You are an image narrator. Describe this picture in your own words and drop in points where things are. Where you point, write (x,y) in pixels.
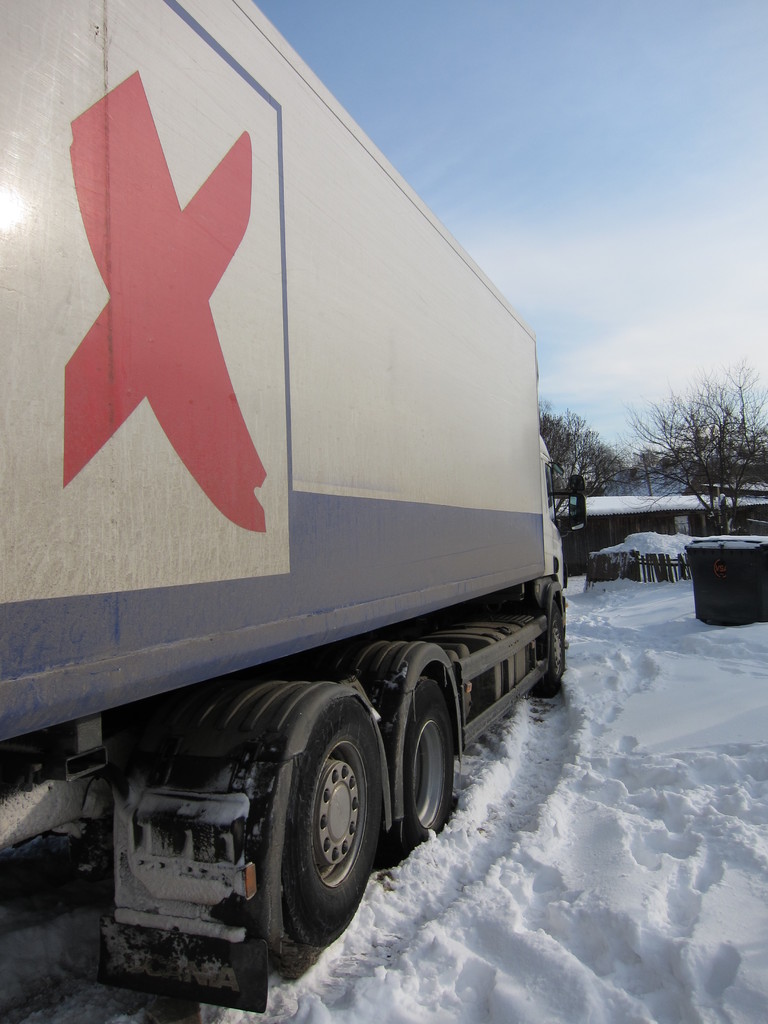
In this picture we can see a vehicle (235,735) in the snow (218,1011) and in front of the vehicle (267,520) there are trees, house (647,520), sky (561,281) and an object (701,563).
